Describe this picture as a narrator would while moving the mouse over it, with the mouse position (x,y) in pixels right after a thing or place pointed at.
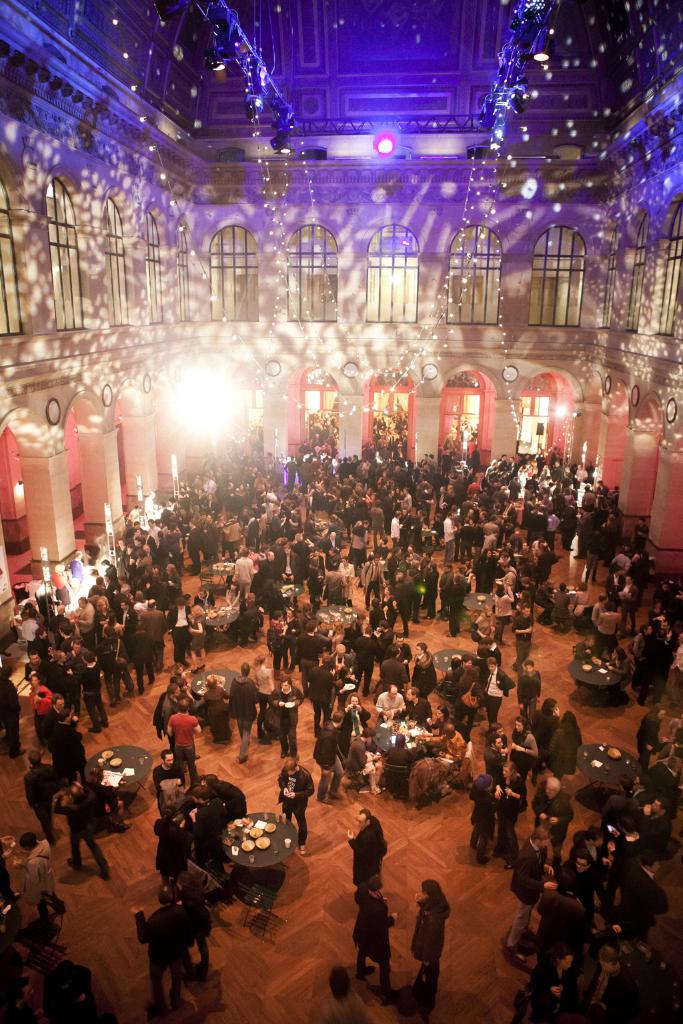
In the center of the image (361,544) there are people (562,948). There are tables (101,768). In the background of the image (250,282) there is a building (81,254) with windows (547,315), pillars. At the top of the image (212,49) there are lights (271,100).
